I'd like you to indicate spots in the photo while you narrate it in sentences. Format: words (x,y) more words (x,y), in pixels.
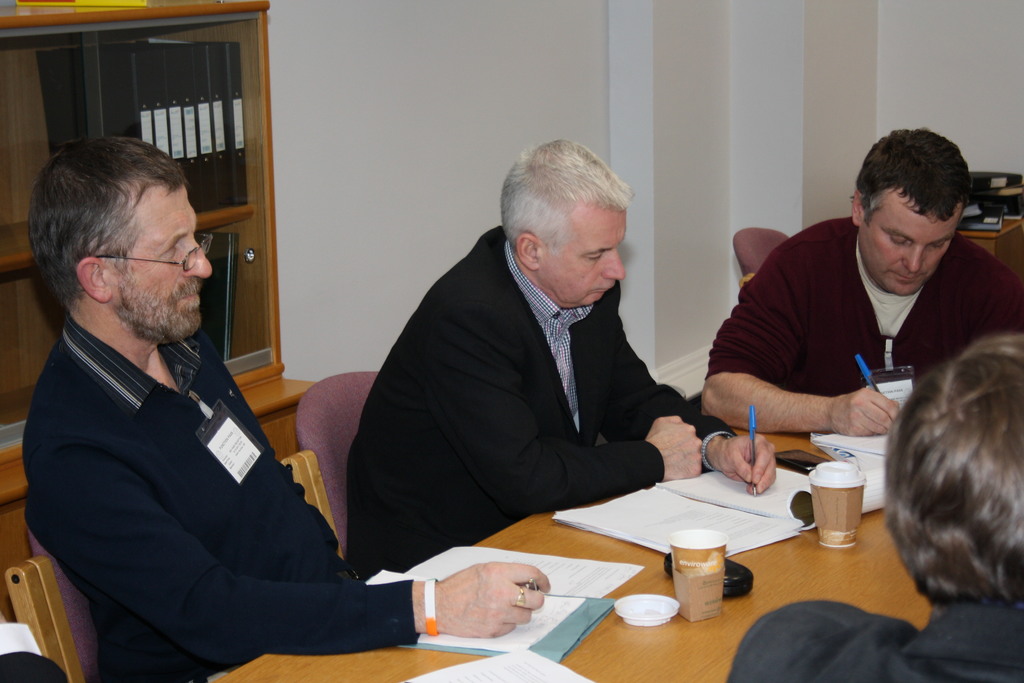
At the bottom of the image (591,645) there is a table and we can see people (511,377) sitting around the table (591,662). There are glasses (723,561), books (751,535), pens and mobile (794,458) placed on the table (602,636). In the background (48,28) there is a stand (254,179) and we can see files (200,140) placed in the stand (271,263). There is a wall (679,110).
